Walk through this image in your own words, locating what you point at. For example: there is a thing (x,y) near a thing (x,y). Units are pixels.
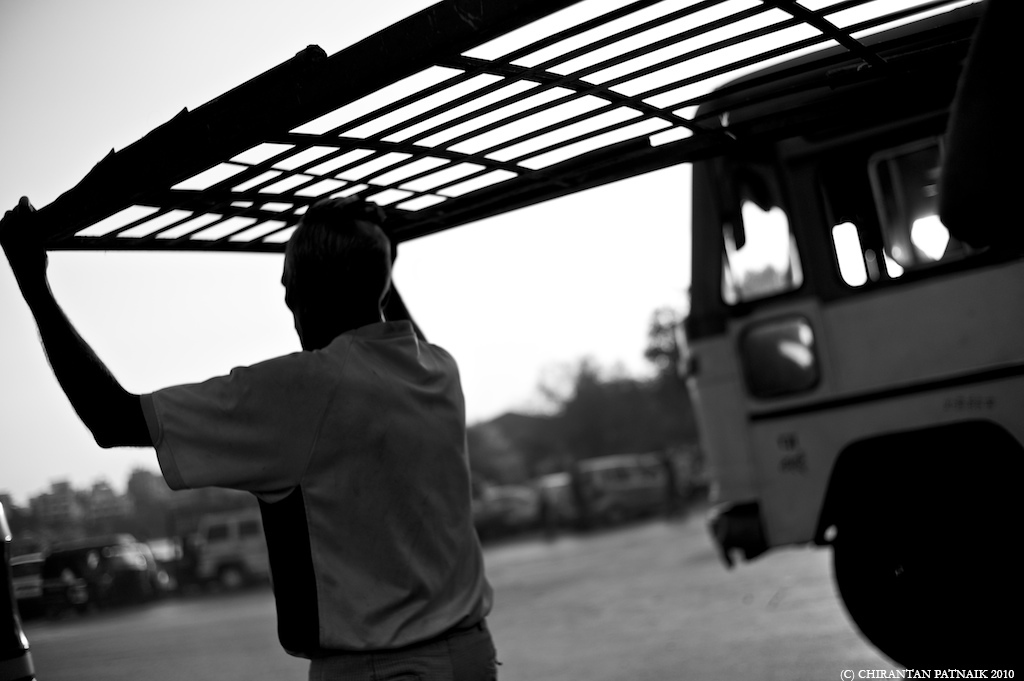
In this image we can see a person (368,524). There is one person (351,551) carrying an object (512,75) in the image. There is a sky (558,280) in the image. There are many trees (656,419) in the image. There are many vehicles (781,437) in the image.
